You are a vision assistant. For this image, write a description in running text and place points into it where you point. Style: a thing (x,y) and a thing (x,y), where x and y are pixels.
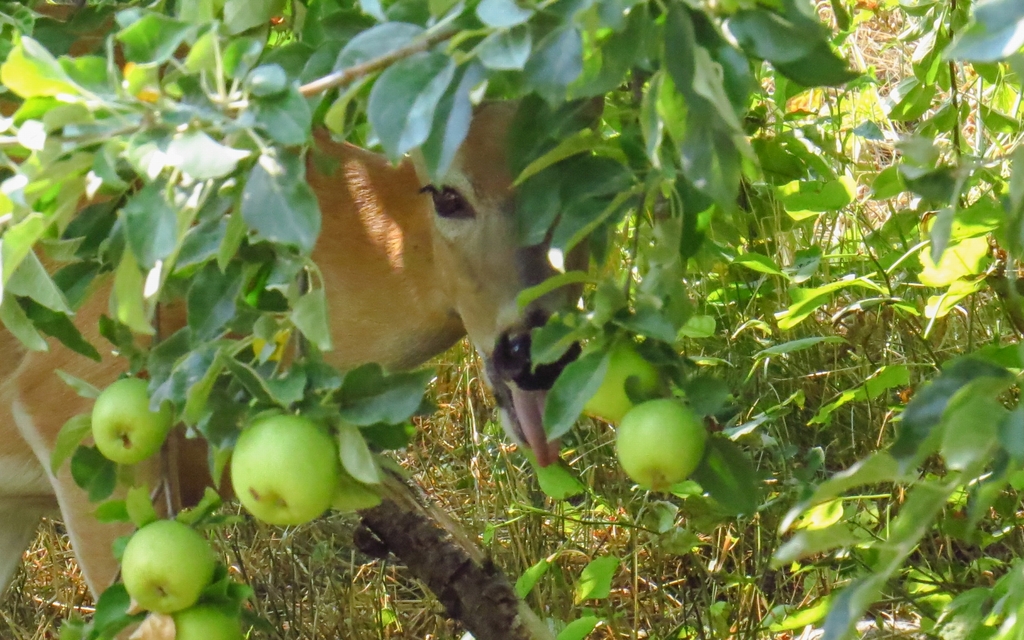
In this picture, we can see an animal (169,443), tree (347,72) with fruits (679,432), and we can see plants (724,286) on the ground (692,340).
